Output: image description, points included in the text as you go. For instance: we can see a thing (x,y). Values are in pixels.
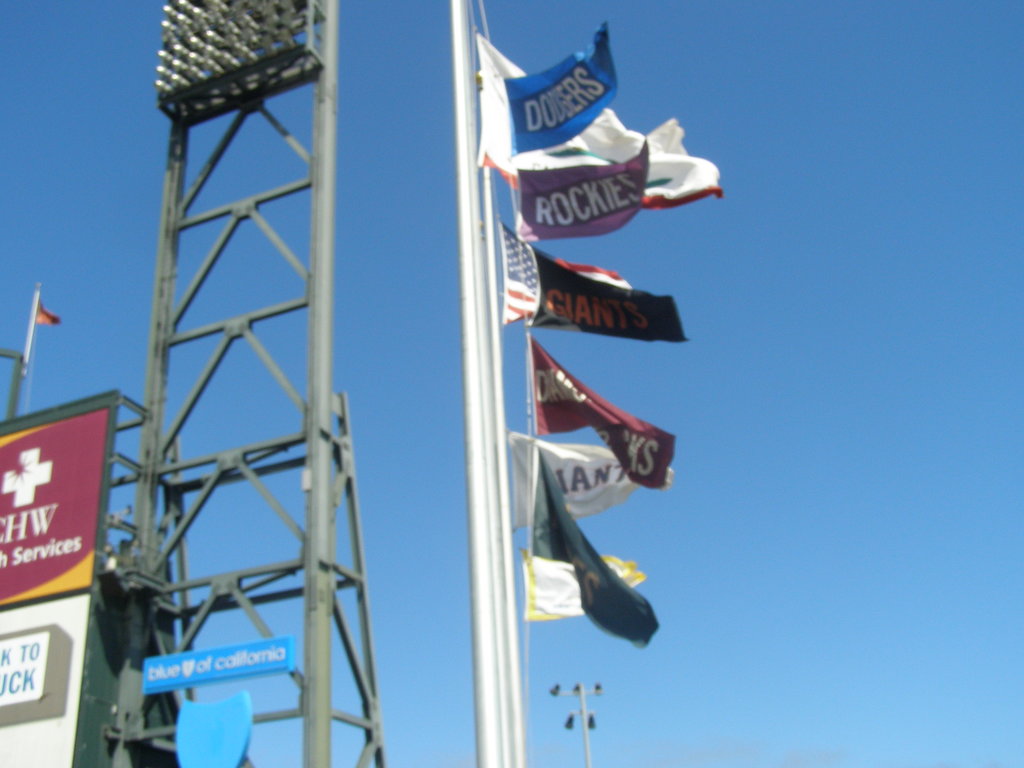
In this image there are boards (54,571) with some text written on it and there is a light stand (318,259) and there is a pole (485,718) and on the pole (512,732) there are flags (590,410). In the background (584,714) there is an object (584,711) which is white in colour and at the top (755,226) we can see sky (459,363).
